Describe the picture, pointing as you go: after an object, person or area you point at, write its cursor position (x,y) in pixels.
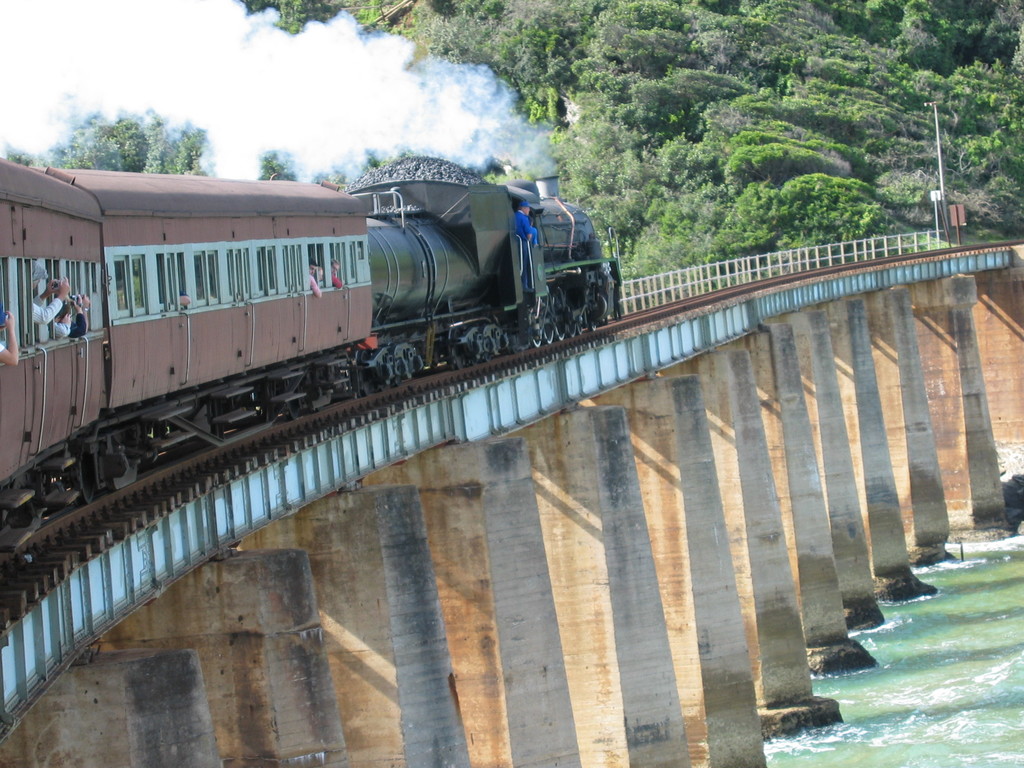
In this image we can see a train (230,341) which is moving on a track (69,553) which is on bridge (349,525) releasing smoke (26,9), on right side of the image (924,648) there is some water (917,710) and in the background of the image (744,72) there are some trees (749,120).
